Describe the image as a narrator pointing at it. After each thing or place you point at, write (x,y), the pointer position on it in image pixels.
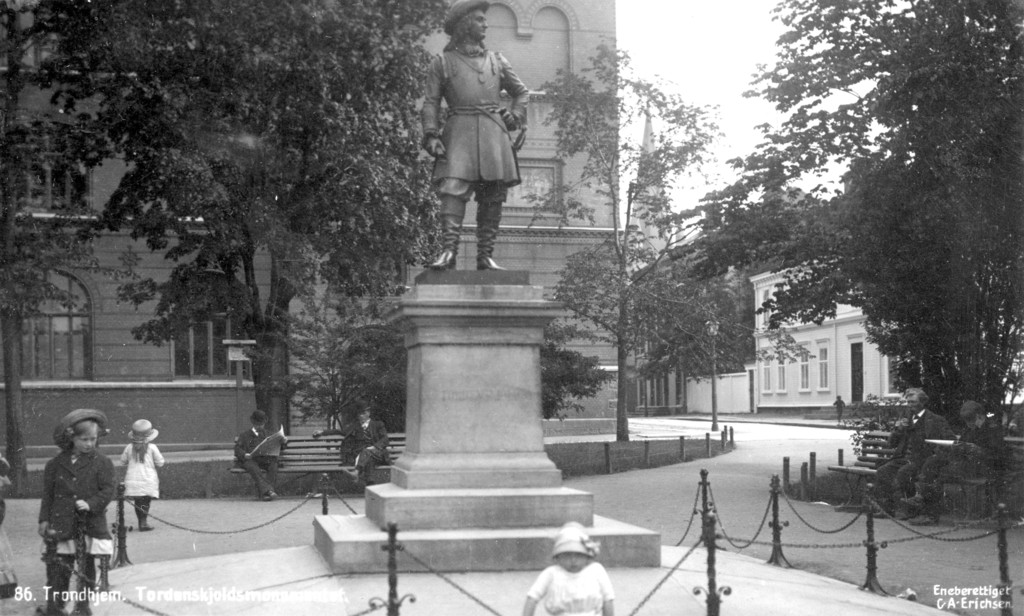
In this picture there are buildings (553,187) and trees (627,241). In the foreground (679,599) there is a statue (428,309) and there is a railing (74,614). There are group of people (377,439). At the top (768,44) there is sky (775,126). At the bottom (640,520) there is a road (734,448). At the bottom left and at the bottom right (1000,596) there is text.
